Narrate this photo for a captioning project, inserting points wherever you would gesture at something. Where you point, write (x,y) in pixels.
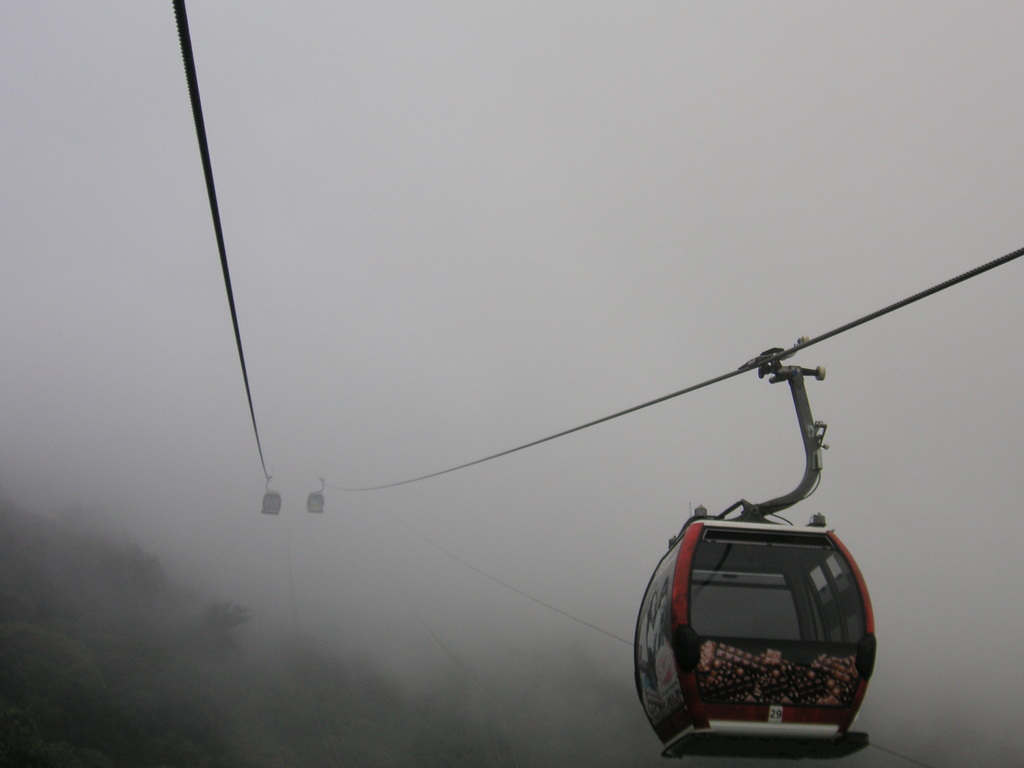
In the picture I can see a ropeway (713,573) which is covered in fog (288,334) and there are trees (292,663) below it.
